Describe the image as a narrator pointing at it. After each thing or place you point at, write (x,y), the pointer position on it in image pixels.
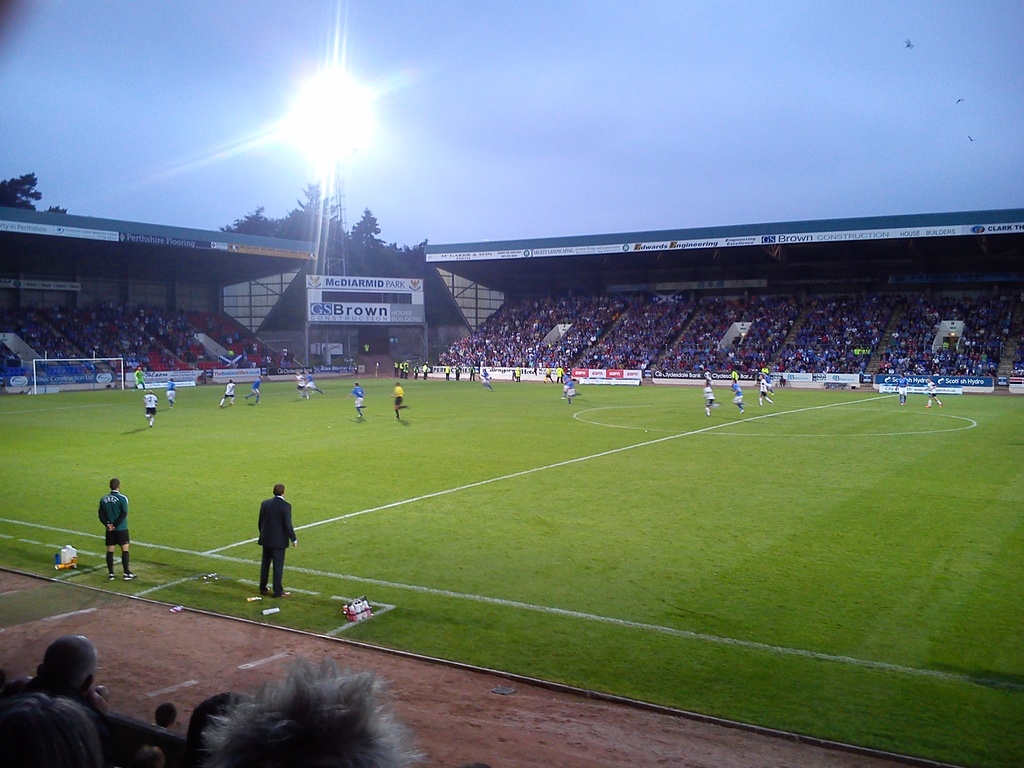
In the foreground (966,437) I can see a group of people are playing football on the ground (711,547), goal net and fence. In the background (473,333) I can see hoardings (244,374), boards (417,315), crowd (589,325) in the stadium (676,330), trees (369,248), birds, floodlight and the sky (625,199). This image is taken may be during a day.
